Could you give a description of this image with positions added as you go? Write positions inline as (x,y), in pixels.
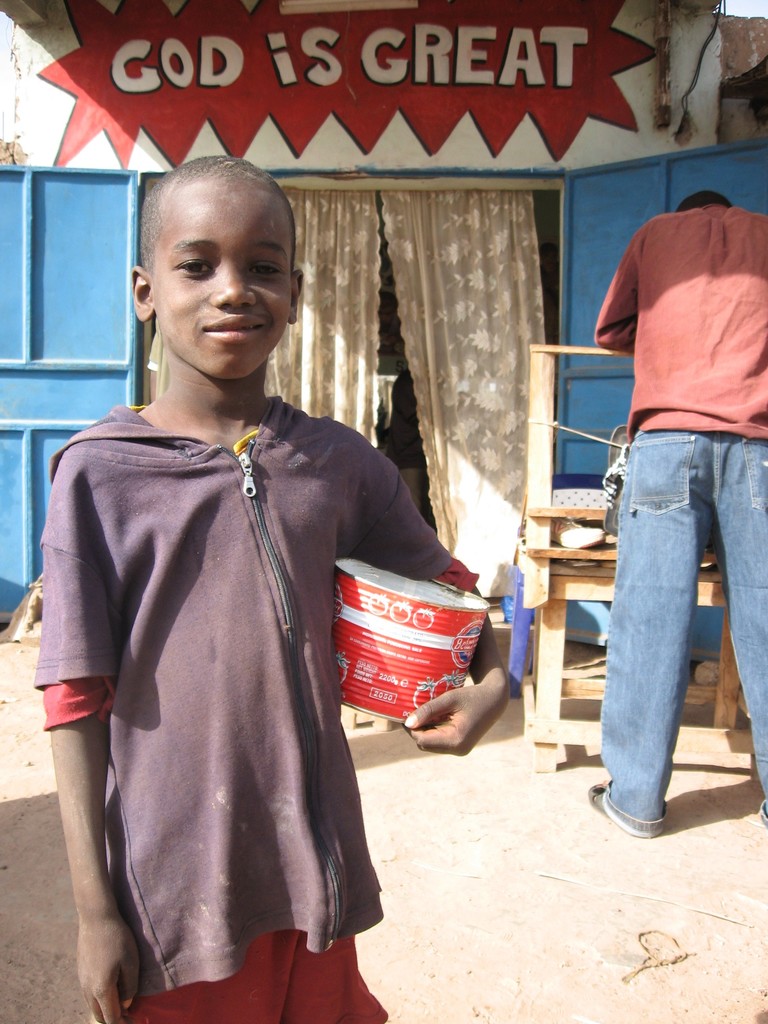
In this image there is a boy (169,401) standing on the floor (414,863) by holding the box (378,670). On the right side (675,398) there is another person (670,450) who is standing near the wooden table (564,511). In the background (407,310) there are curtains (376,294) beside the doors (595,228). At the top (31,78) there is wall (34,64) on which there is some painting (328,62).
